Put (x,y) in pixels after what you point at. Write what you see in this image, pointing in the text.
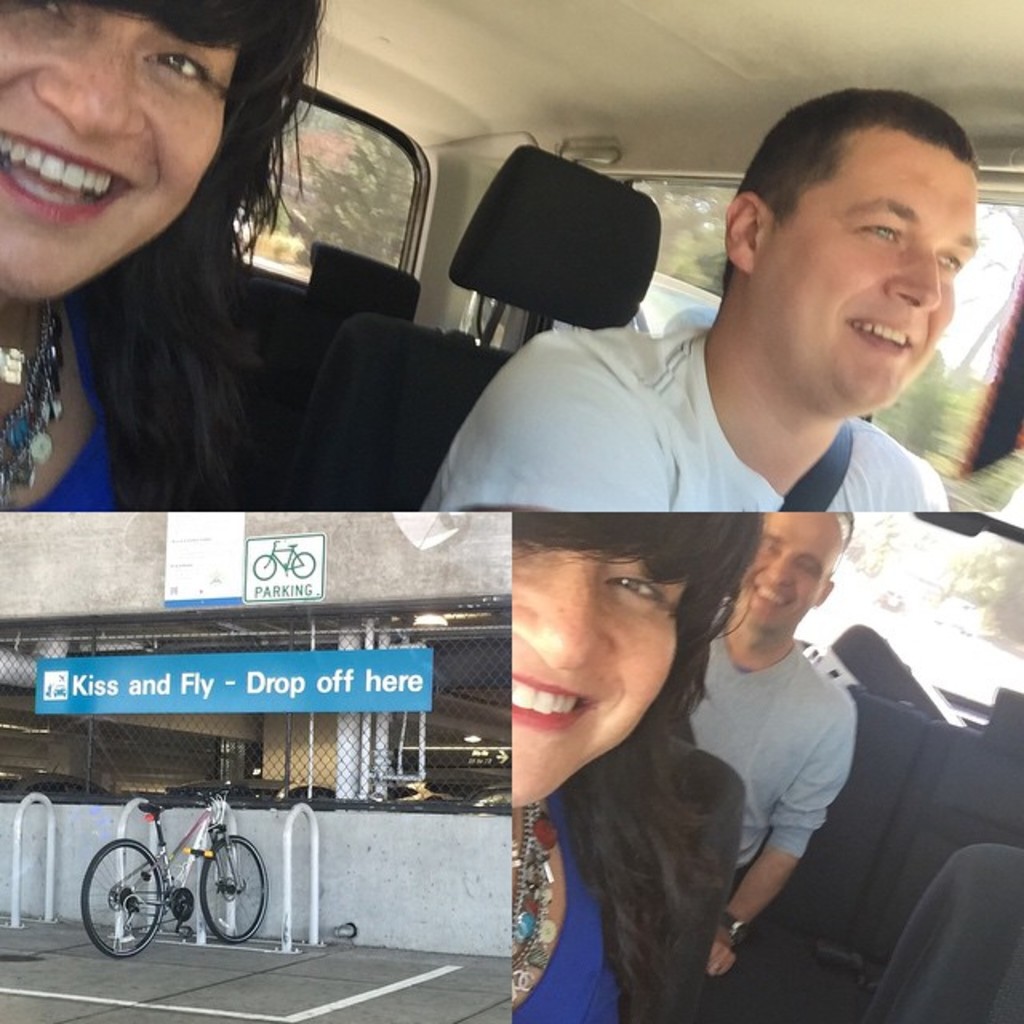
This image contains a collage of photos. Top of the image (101,208) two people (156,172) are sitting in the vehicle (367,326). Left bottom there is a bicycle (206,910) on the pavement (208,1009). There is a board (310,667) attached to the fence (409,753). Few boards (281,542) are attached to the wall (365,570). Right bottom two people (764,780) are sitting in the vehicle (842,842). From the window (919,537) of the vehicle (1012,946) few trees (876,544) are visible.
